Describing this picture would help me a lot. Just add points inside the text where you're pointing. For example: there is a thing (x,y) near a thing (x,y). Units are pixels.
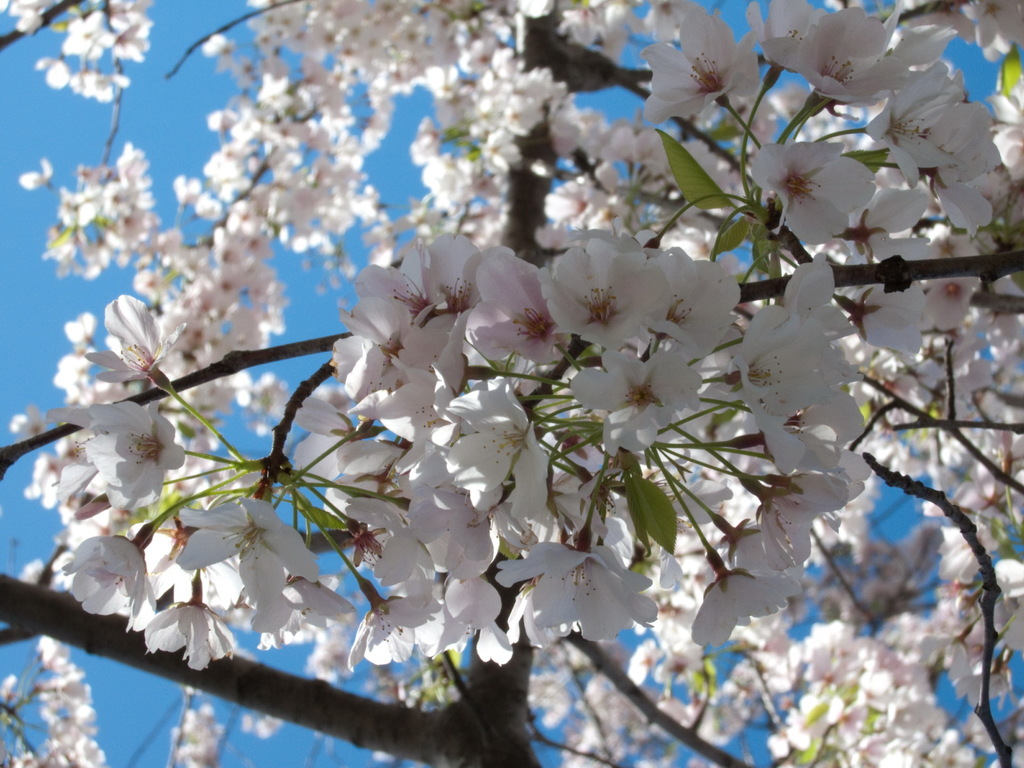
In the picture we can see a plant (311,543) to it, we can see bunches of flowers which are white in color and behind it, we can see a sky (51,348) which is blue in color.
